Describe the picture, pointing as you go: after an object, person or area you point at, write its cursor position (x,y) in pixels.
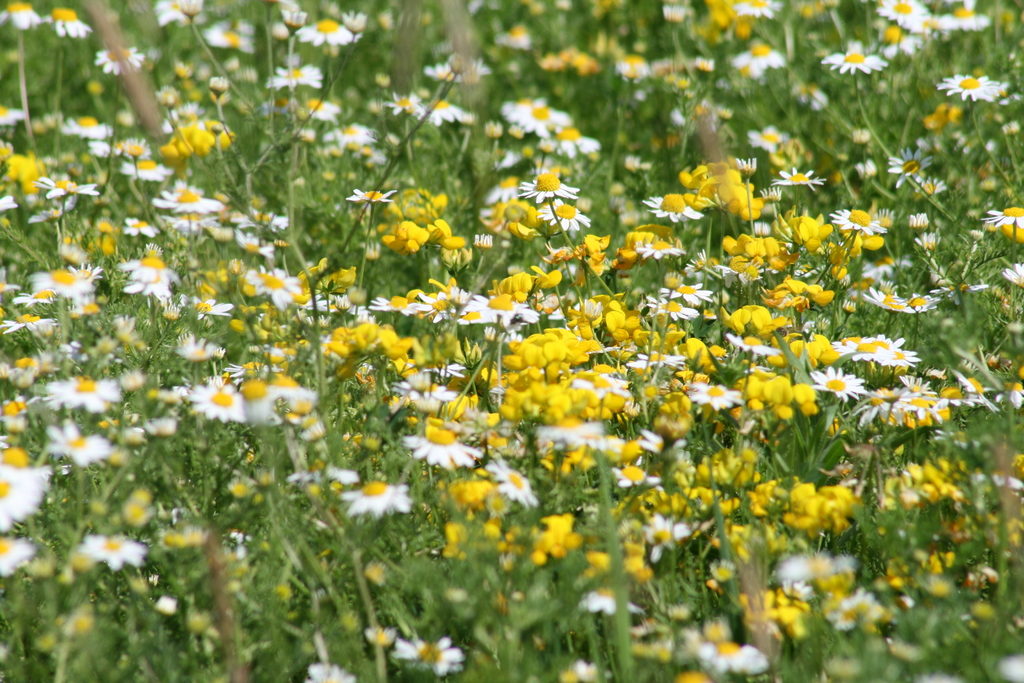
Here we can see plants (390,208) with yellow and white color flowers (593,321).
